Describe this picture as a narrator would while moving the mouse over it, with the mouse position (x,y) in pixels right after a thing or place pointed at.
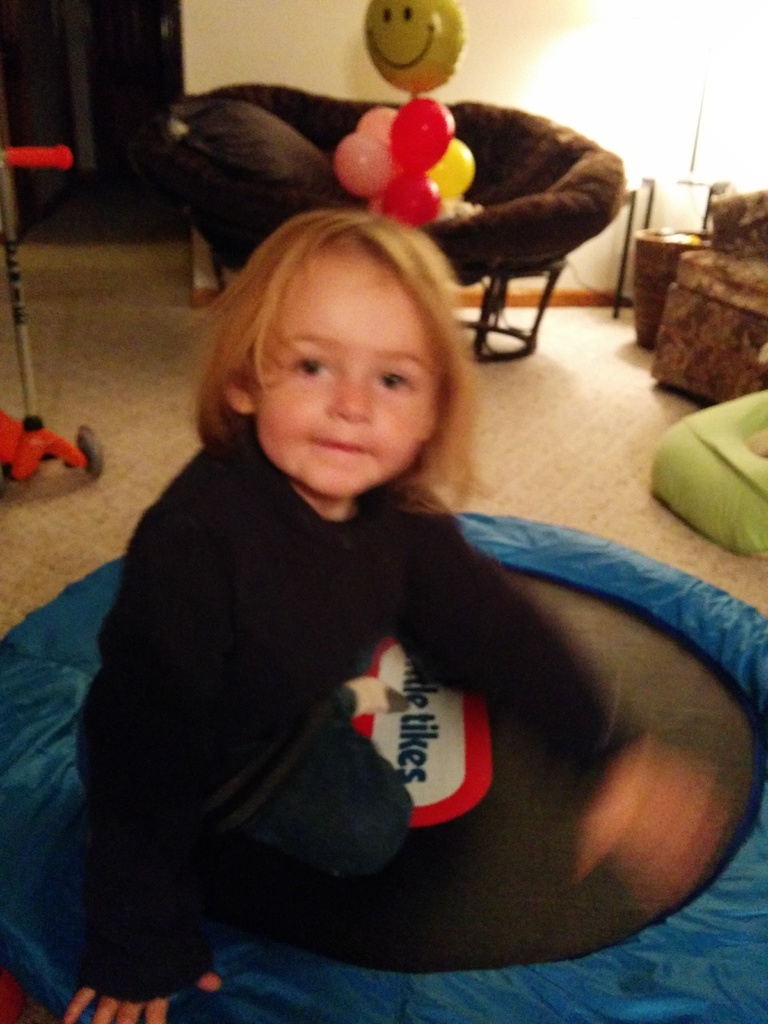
In this picture we can see a child (232,589) sitting on an object (477,891) and in the background (347,129) we can see balloons (415,121), wall (294,48), chair (539,194), door (121,55).
